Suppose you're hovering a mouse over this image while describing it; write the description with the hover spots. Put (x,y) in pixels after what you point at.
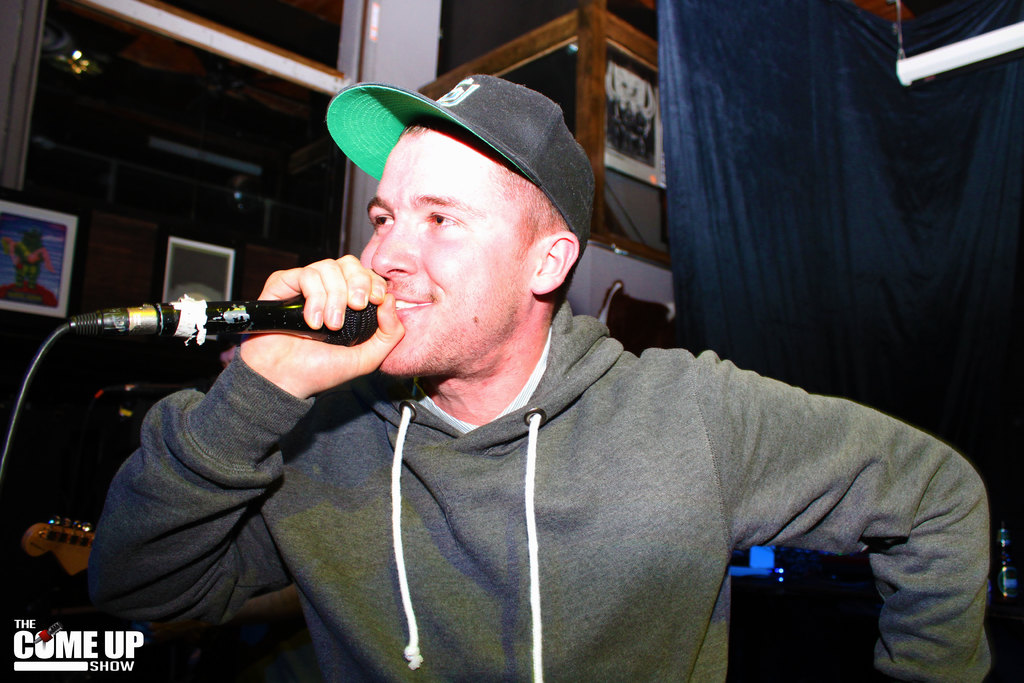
Man (413,409) holding microphone (280,325), here there are posters (63,259).
